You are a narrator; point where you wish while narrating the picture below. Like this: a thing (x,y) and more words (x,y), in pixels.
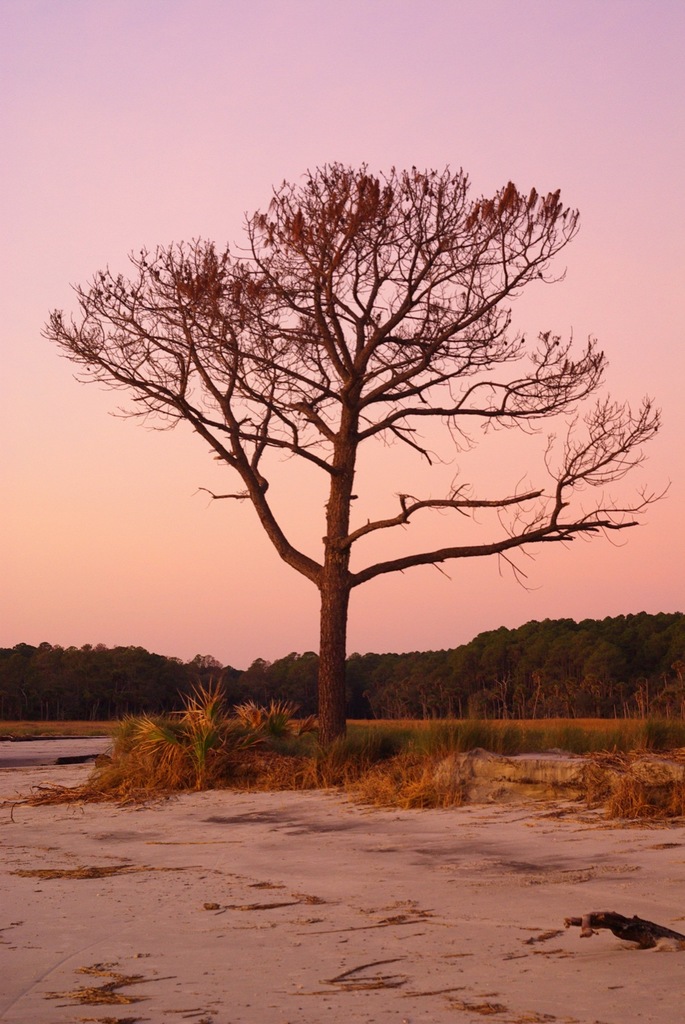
In the picture we can see a surface of the sand (675,869) and on it we can see some grass plants (351,789) and tree (323,570) and in the background (250,639) also we can see many trees (522,629) and sky (619,223).
